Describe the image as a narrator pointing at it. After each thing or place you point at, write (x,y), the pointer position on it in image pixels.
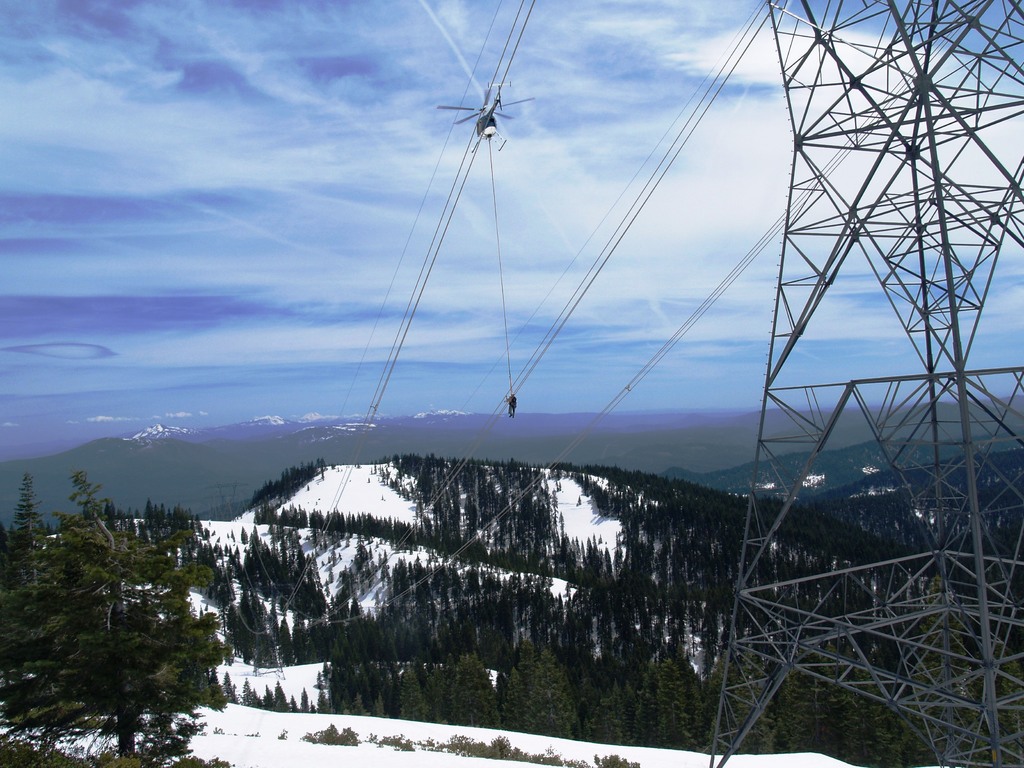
In this picture we can see tower (796,609), wires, trees (520,562), helicopter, snow (451,564) and person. In the background of the image (437,420) we can see hills (719,471) and sky (459,334) with clouds (458,278).
